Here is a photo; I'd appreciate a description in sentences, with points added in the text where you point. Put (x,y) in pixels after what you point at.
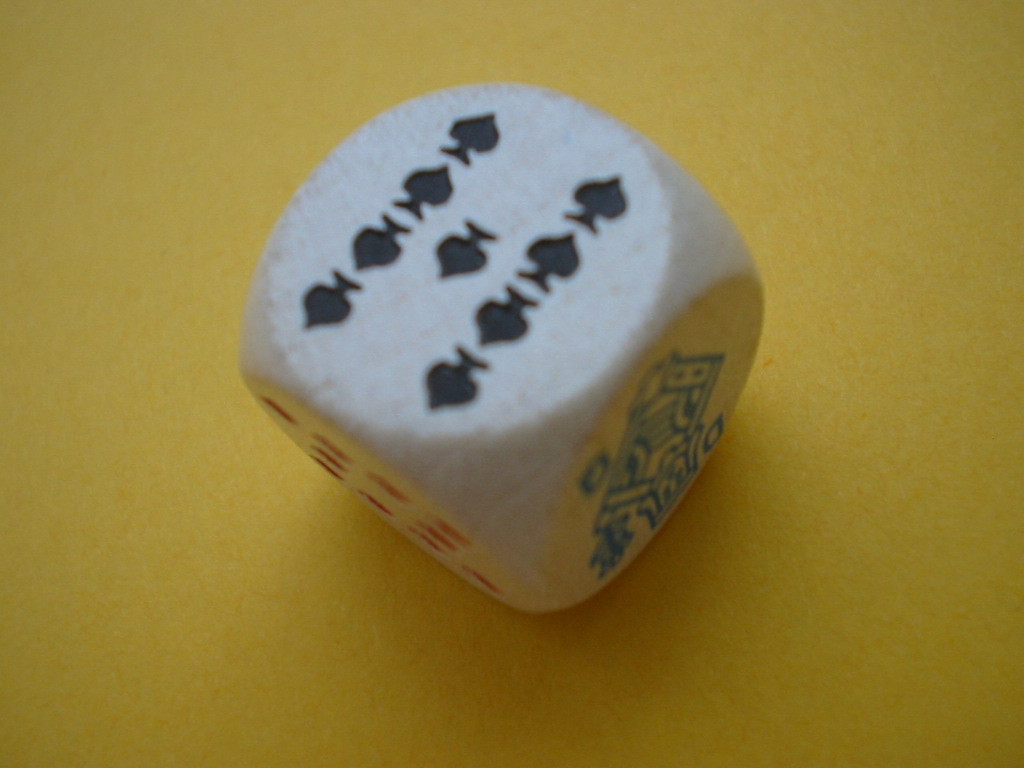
In this picture we can observe a white color dice (427,281). There are black and red color symbols (344,470) on this dice (515,312). This dice (408,279) was placed on the yellow color surface (140,339).
